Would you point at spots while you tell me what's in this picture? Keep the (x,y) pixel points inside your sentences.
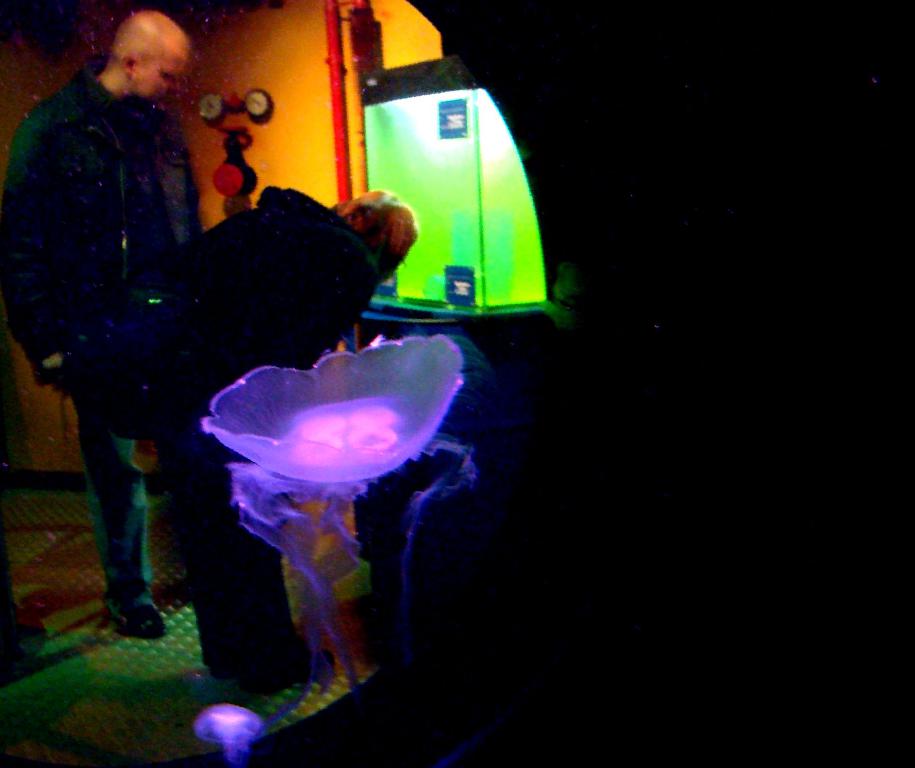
In this image we can see two people (305,663) standing on the floor (62,637). We can also see a glass container (393,123) on a table (497,387), a pole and the dials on a wall (206,145). In the foreground (275,502) we can see the jelly fishes (276,514).
